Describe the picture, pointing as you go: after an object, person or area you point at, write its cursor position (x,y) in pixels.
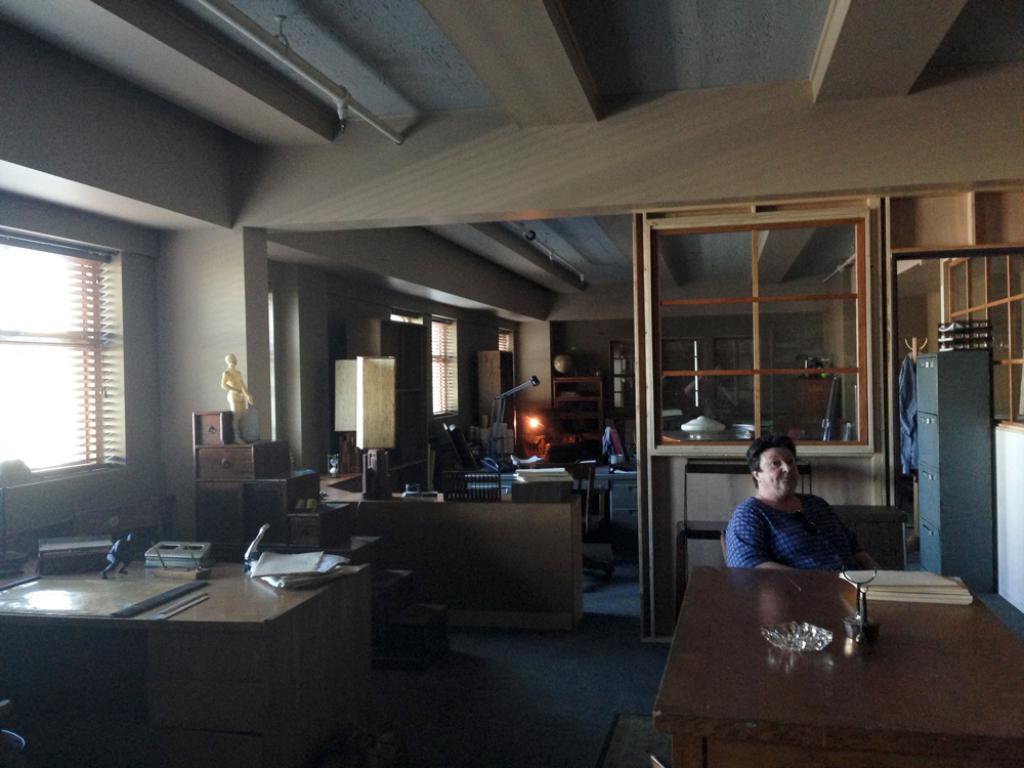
This image is clicked in a room (378,581) where there are tables (727,683) and chairs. On the tables (328,670) there are plates (819,628), books (944,588), papers (287,583). There is a light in the middle (378,485). There are cupboards (930,372). There is a window blind (97,397) on the left (5,302).
